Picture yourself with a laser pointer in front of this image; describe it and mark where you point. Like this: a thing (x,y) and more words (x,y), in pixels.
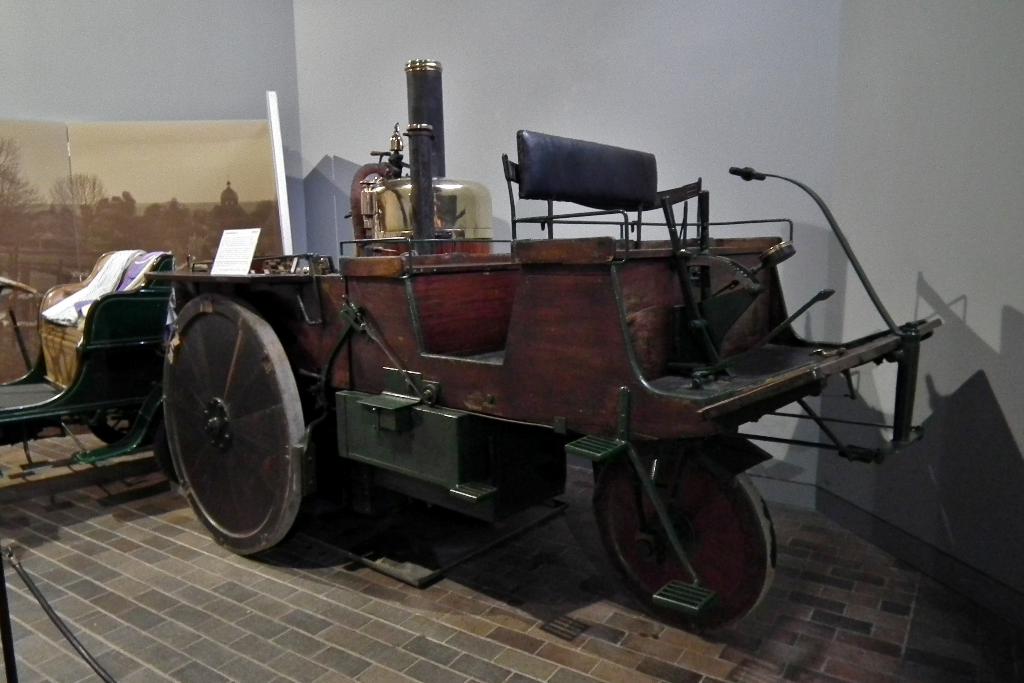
In this picture I can see 2 vehicles (287,356) in front (385,395) and in the background (292,227) I can see the wall (655,148). On the left side of this image (269,152) I can see a poster (240,207), in which I can see few trees (67,198) and on the bottom side of this picture (164,634) I can see the floor (456,593).
